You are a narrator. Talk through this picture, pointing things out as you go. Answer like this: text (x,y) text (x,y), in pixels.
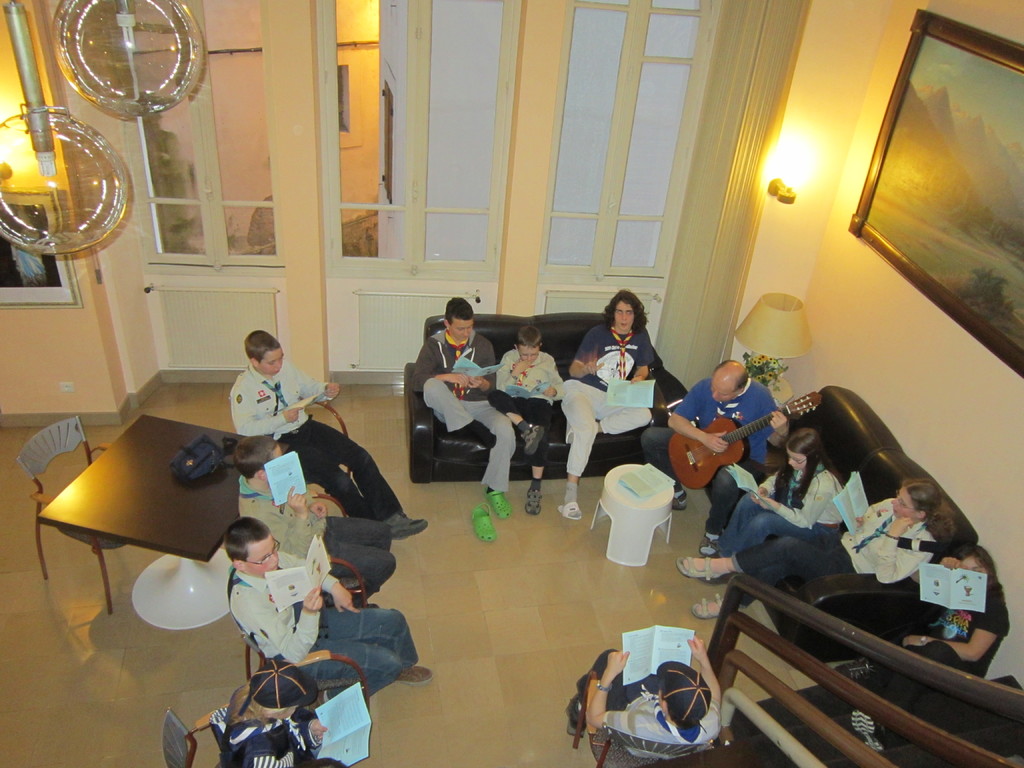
In the picture we can see these children (332,565) holding books (364,742) in their hands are sitting on the chairs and these people (495,427) are sitting on the sofas (670,374), here we can see this person (755,462) wearing blue color T-shirt (762,402) is playing the guitar (709,455), we can see the stool (649,518), table (137,452), chair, table lamp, lamps (6,193), doors (250,5) and photo frame (933,70) on the wall (902,50).
